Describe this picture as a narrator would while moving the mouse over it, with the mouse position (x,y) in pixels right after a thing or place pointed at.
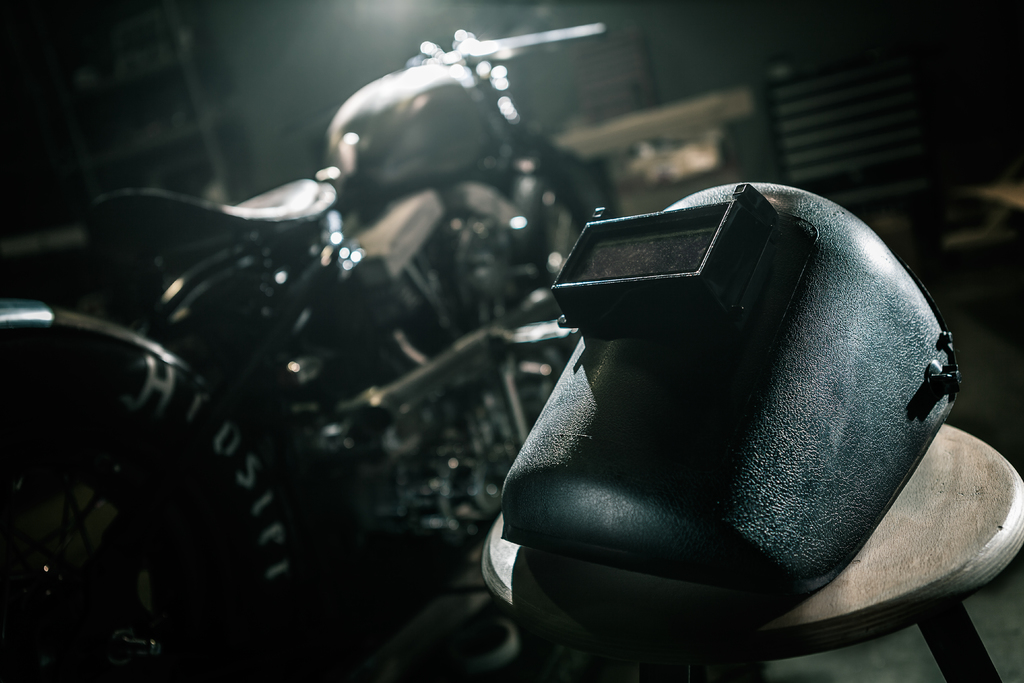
In this picture I can see a mask (769,198) on the right side (786,444), there is a motorcycle (443,252) on the left side (321,433).
